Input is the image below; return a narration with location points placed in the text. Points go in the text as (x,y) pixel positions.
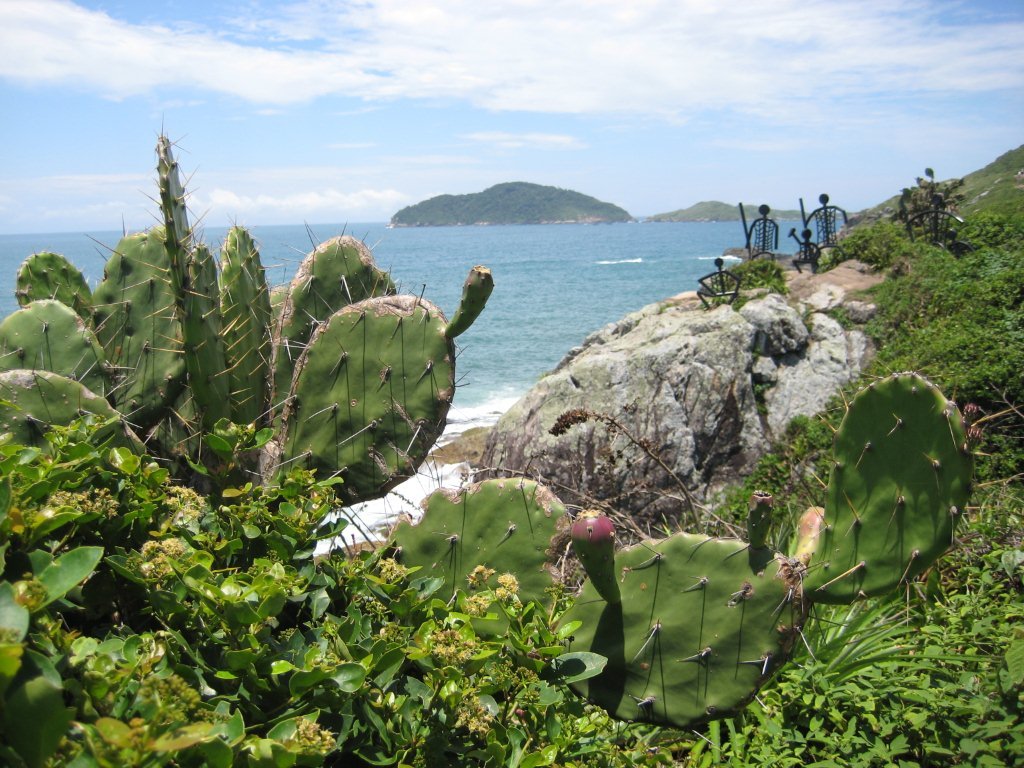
In this picture we can see plants (234,744), sculptures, grass (908,265), rock (774,335) and water (528,291). In the background of the image (477,221) we can see hills (608,219) and sky (752,200) with clouds (750,97).
